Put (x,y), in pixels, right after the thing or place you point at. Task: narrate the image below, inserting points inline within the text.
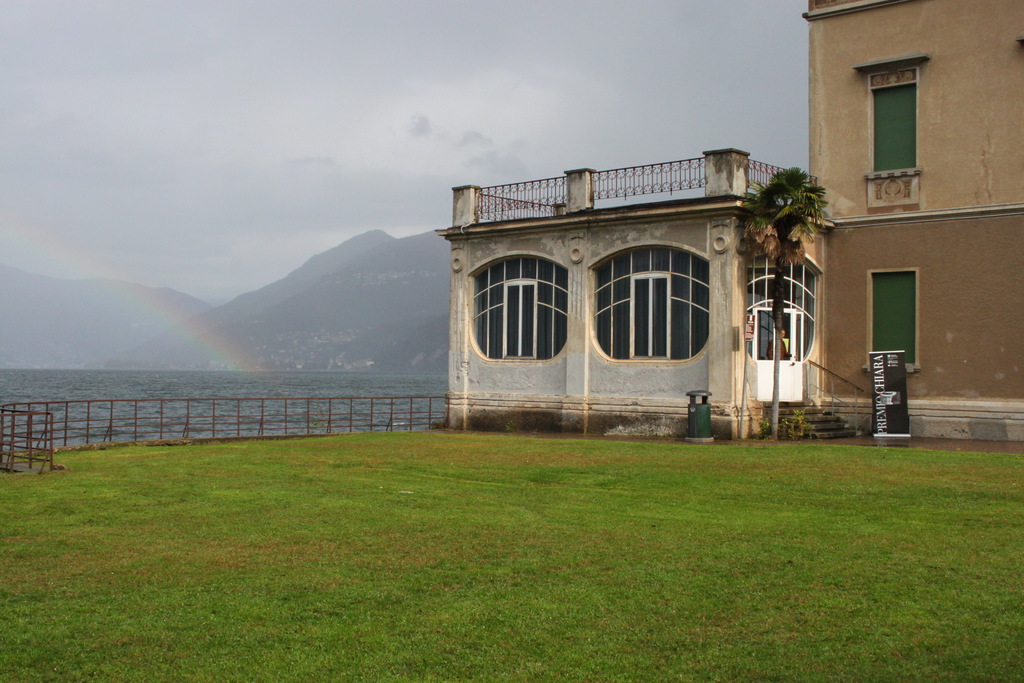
At the bottom of the image (352,663) there is grass (342,564). In the background of the image (327,359) there are mountains (359,319), buildings (659,357), water (215,391). At the top of the image (312,128) there is sky (231,102).
